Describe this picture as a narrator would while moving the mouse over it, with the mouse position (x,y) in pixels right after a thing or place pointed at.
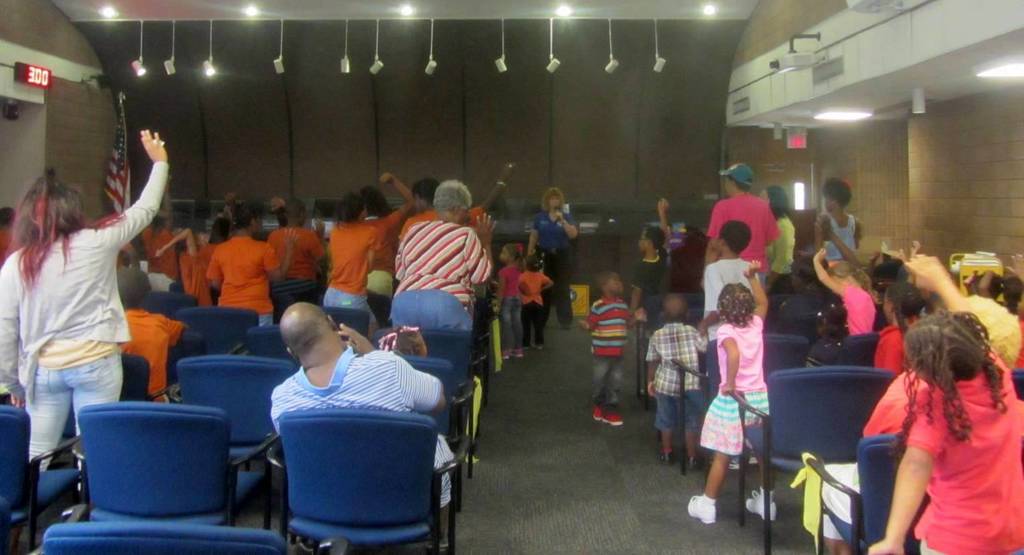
This is an inside view. Here I can see many chairs (290,455) and few people (375,285) are standing, few people (369,374) are sitting on the chairs (261,450). It seems like they are dancing. In the background (562,254) there is a person (562,257) standing and holding a mike (555,216) in the hand (556,212). In the background (380,125) there is a wall (406,146). At the top (173,36) there are some lights (142,25).
